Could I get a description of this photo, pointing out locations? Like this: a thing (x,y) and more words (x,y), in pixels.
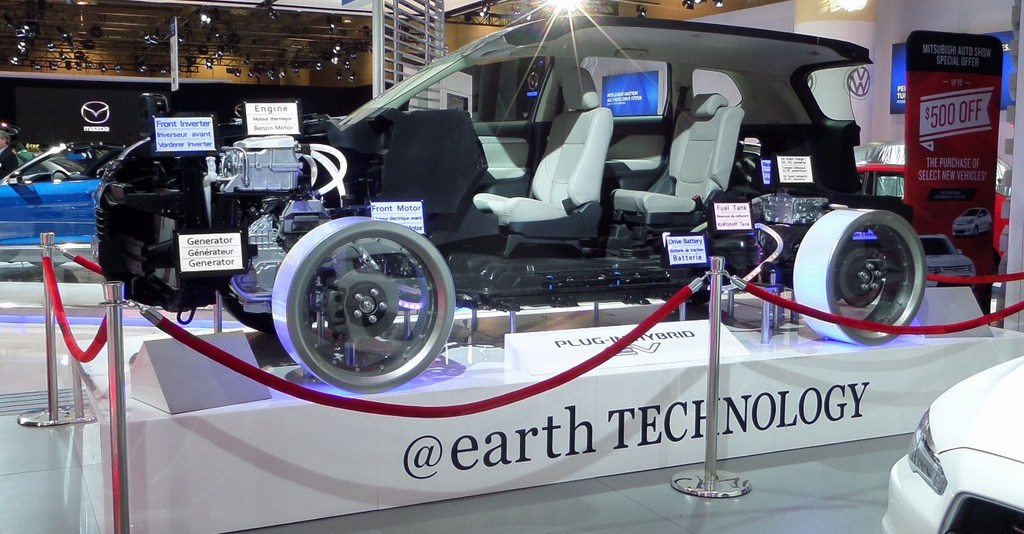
In this image I can see few vehicles (376,250), in front (157,181) the vehicle (266,190) is in black color and I can also see the inner part (591,247) of the vehicle (757,211). Background (390,48) I can see railing (378,27) and few lights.
